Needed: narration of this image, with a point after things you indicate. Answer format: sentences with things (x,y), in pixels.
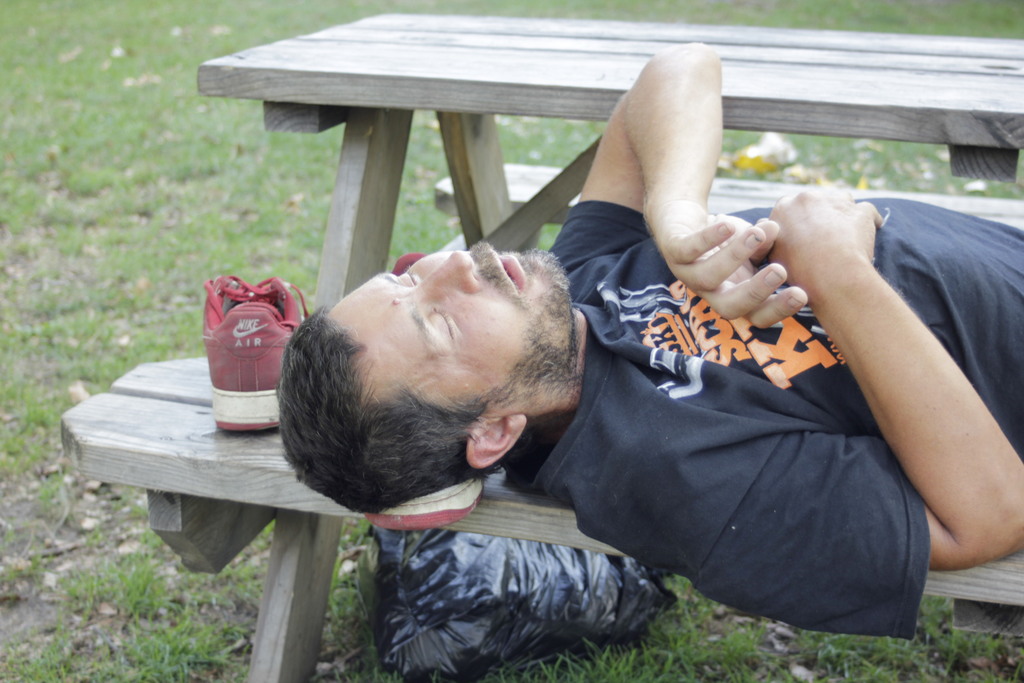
In this picture a man (556,379) is lying on a wooden table (190,416) with a shoe (278,360) beside his head (324,343).
